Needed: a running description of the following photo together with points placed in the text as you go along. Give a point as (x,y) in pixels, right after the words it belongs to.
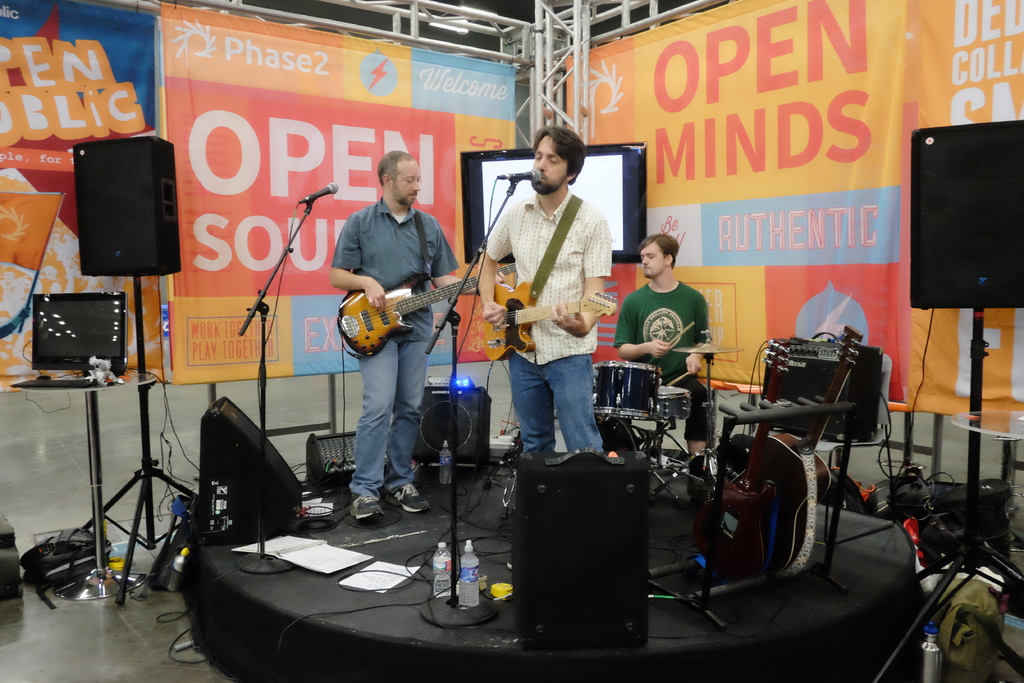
In this picture there are two men (428,251) who are playing a guitar (511,286). There is a mic (510,177). There is a man (666,321) sitting on a chair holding a stick (672,343) in his hand (693,368). There is a drum (671,397), guitar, bottles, light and few other objects (813,380) on stage (450,642). There is a laptop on the table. There is a poster (189,239) at the background (730,188). There is a bag (950,628).
